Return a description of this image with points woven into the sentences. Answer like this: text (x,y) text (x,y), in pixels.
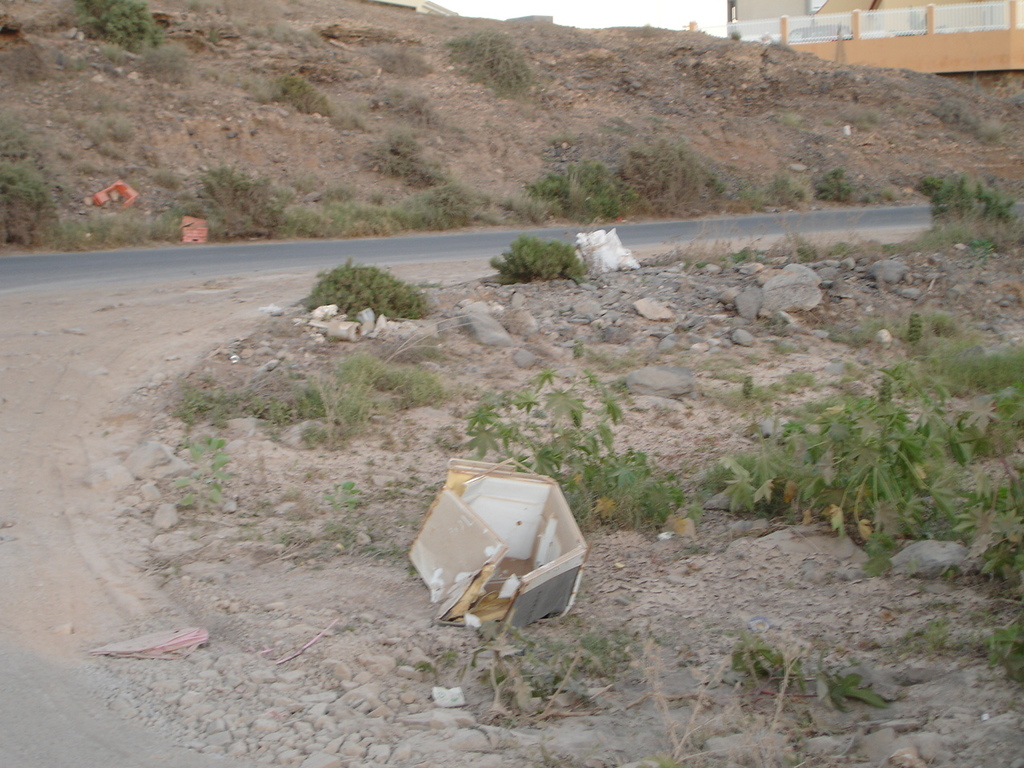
In this image we can see a road (204,265). Also there are rocks (515,284). And there are plants (895,424). In the back (868,39) there is a wall (891,61).
